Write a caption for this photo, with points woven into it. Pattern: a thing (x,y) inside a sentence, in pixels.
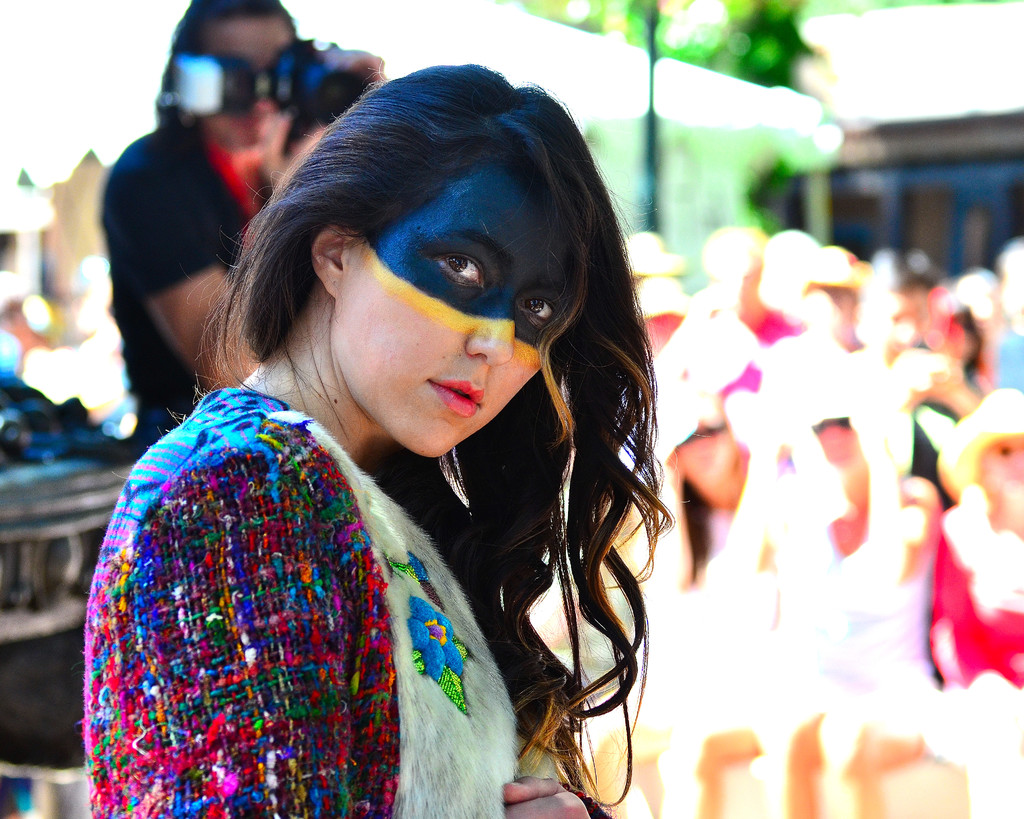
In this picture we can see a woman (377,608) in the front (527,610), there are some people (693,456) sitting in the background (881,434), a person (245,181) on the left side (293,79) is holding a camera (274,84), we can see a blurry background (860,99) here.
